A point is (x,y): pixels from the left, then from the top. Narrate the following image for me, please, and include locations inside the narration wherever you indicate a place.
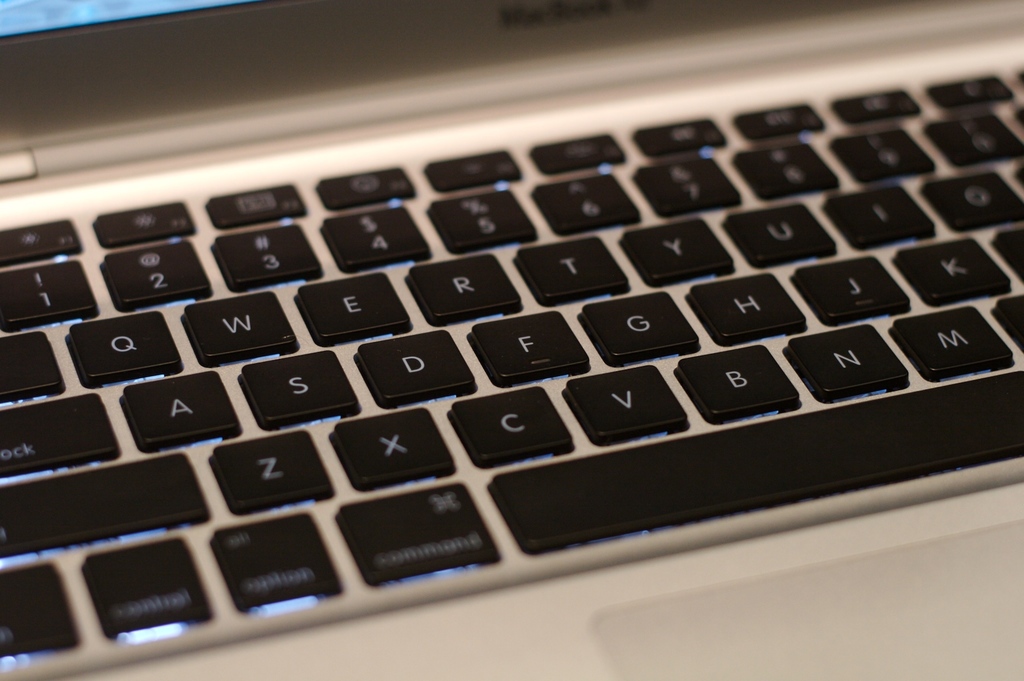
In this image I can see a laptop (334,236). In front (329,380) I can see a keypad (739,186) and the keys (944,296) are in black color.
